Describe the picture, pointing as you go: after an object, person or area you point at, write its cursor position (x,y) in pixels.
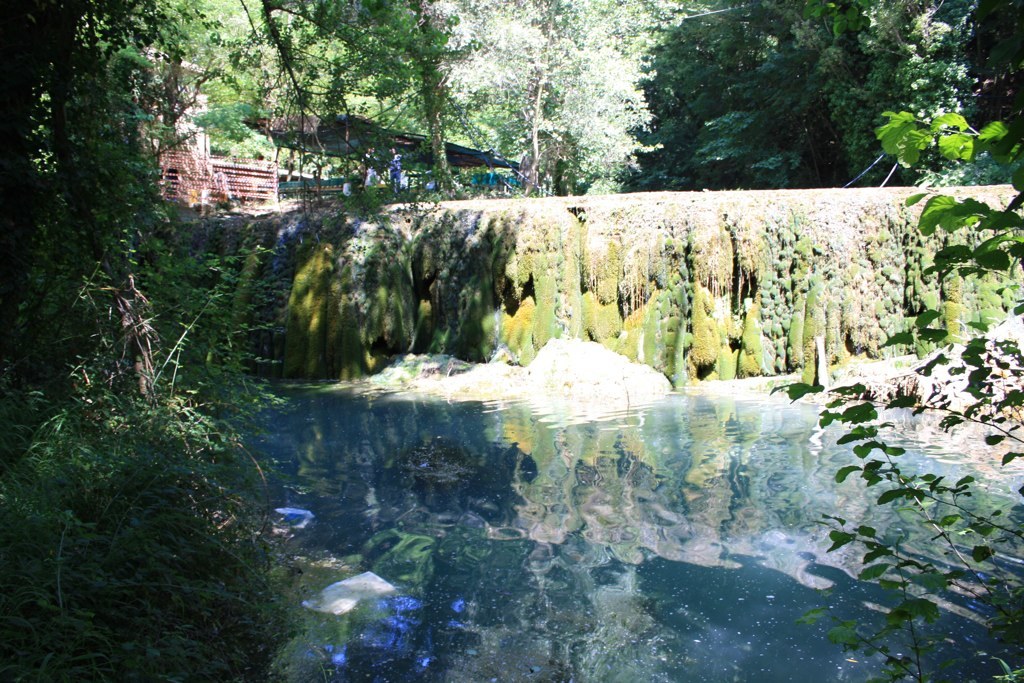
This picture is full of greenery (211,561). Here we can see a lake (670,537). these are the trees (829,413). Here we are able to see one shed (314,134) and it seems like a sunny day.
